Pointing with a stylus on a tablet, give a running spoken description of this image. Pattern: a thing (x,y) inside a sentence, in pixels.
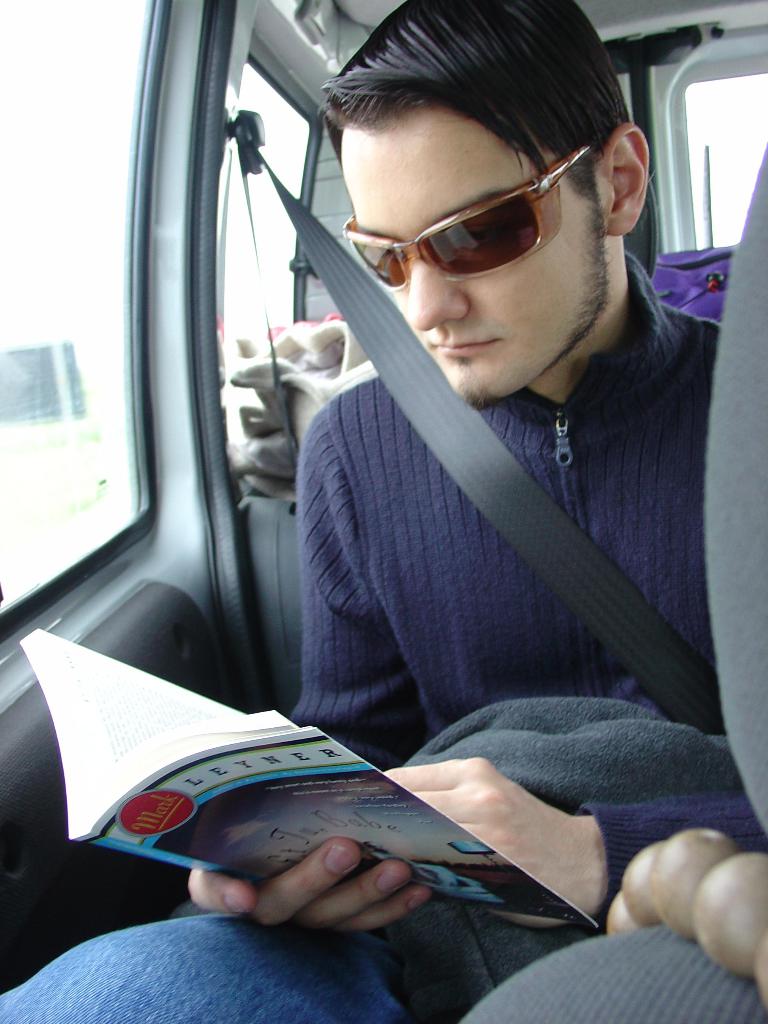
In this image I can see the person (304,514) sitting inside the vehicle (286,525). The person (447,527) is wearing the purple and blue color dress (458,662) and also goggles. I can see the person (501,639) holding the book (194,767). In the background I can see some objects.
